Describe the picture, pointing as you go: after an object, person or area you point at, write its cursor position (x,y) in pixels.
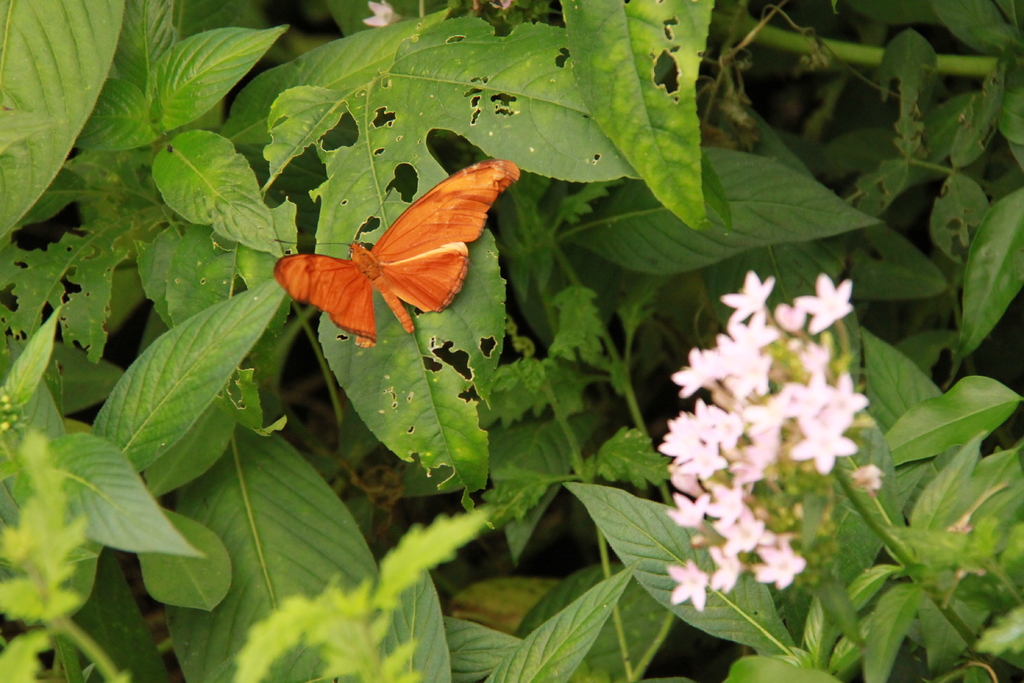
There is a butterfly (395,270) on a leaf (430,326). There are flower plants (840,467).
